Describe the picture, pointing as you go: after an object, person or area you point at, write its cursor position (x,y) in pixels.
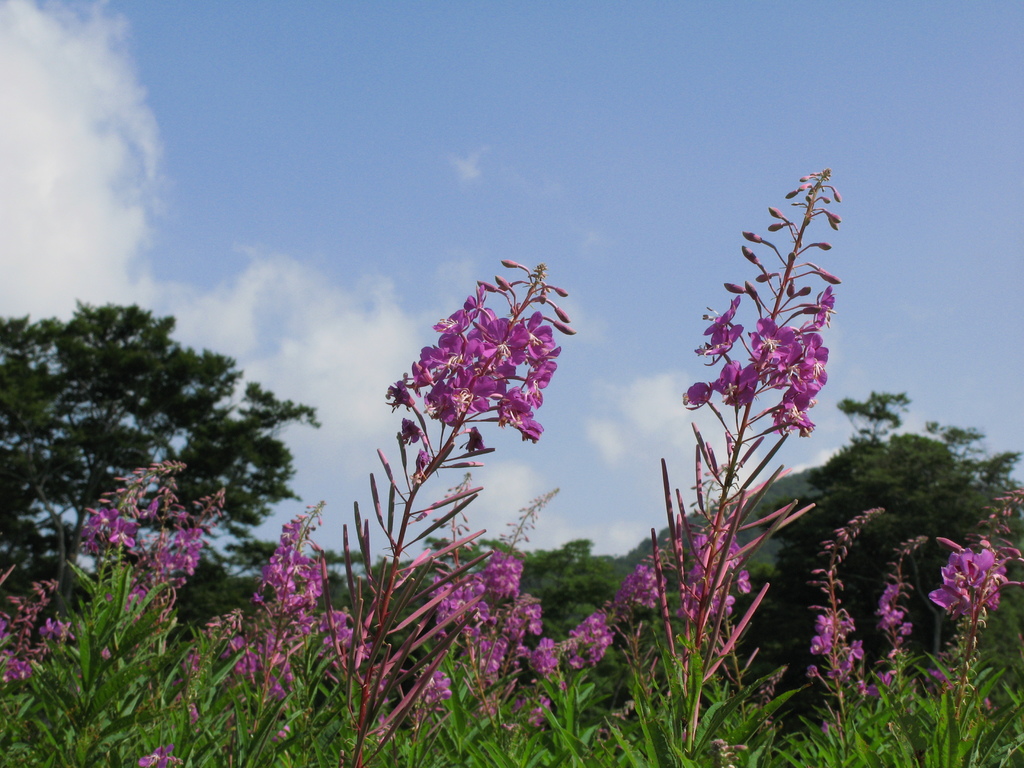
In this image I can see the flowers (711,396) to the plants (606,636). I can see these flowers (633,584) are in pink color. In the background (663,442) there are many trees (102,489), clouds (13,246) and the sky (466,226).
